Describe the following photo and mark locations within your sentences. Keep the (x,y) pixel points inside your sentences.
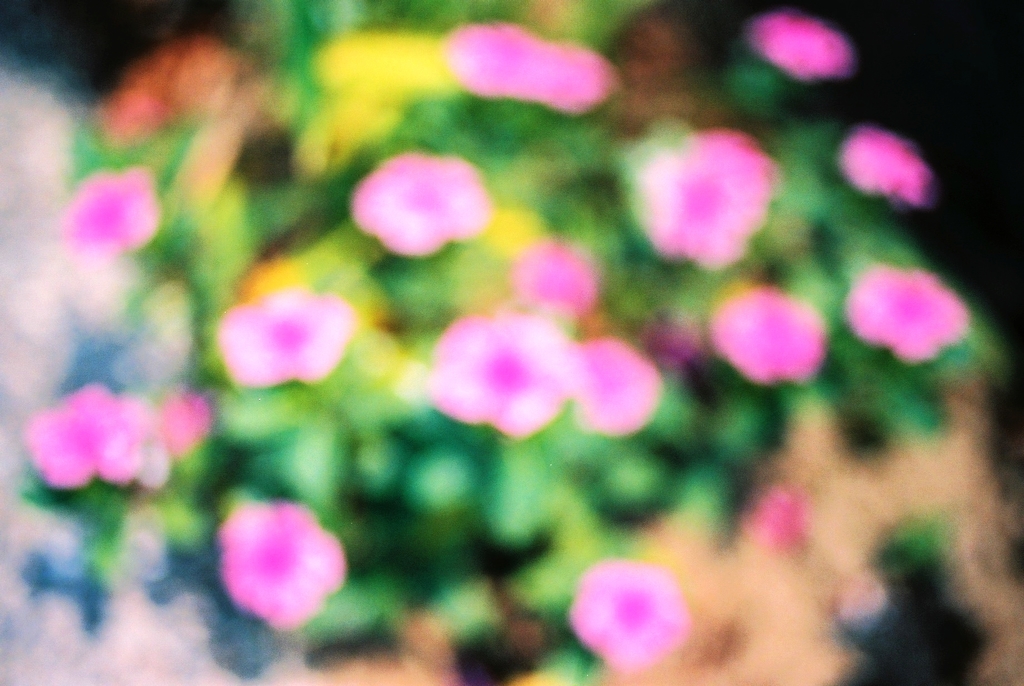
This image looks like a plant (127,465) with flowers (589,597) on it.
